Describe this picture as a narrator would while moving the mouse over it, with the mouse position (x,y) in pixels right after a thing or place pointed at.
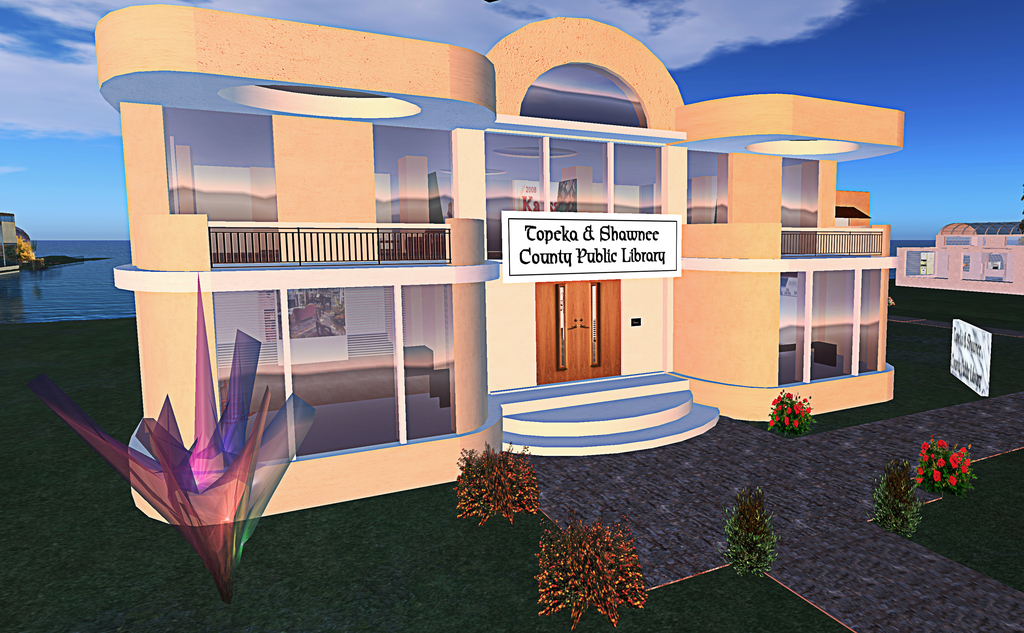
This image is an animation. In this image there are buildings (793,180) and we can see bushes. There are boards (965,369). In the background (102,281) there is water (83,267) and we can see the sky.
